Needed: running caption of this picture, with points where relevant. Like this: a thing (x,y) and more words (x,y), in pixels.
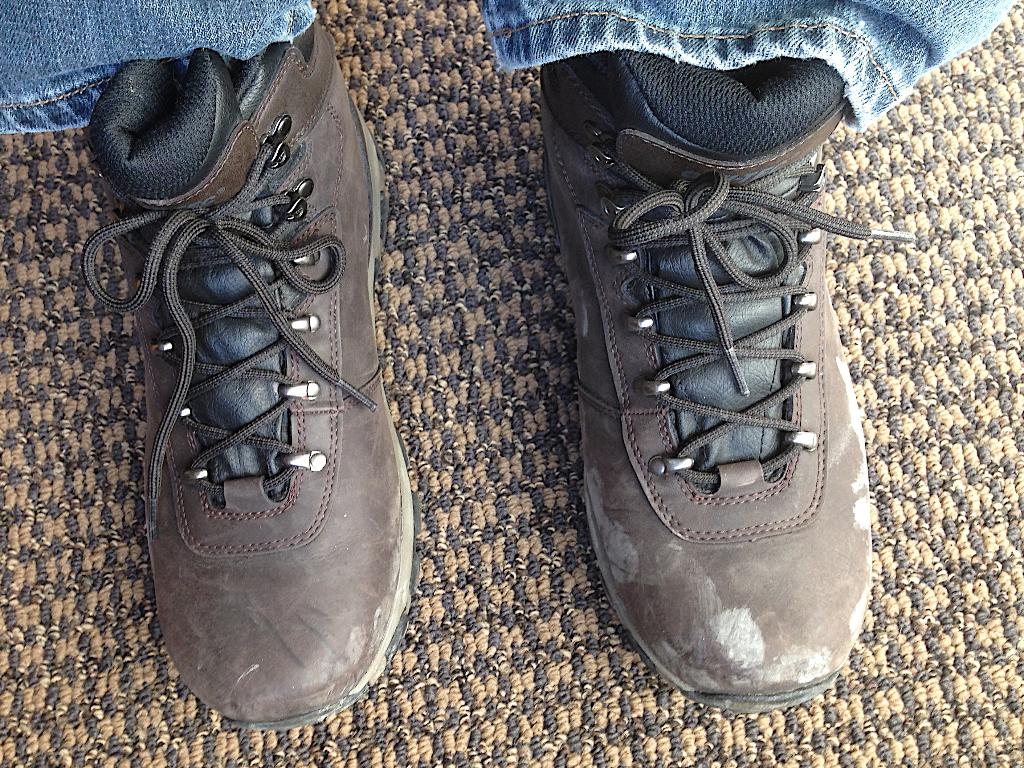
In this image we can see that there are shoes (197,284) on the mat (566,346).
